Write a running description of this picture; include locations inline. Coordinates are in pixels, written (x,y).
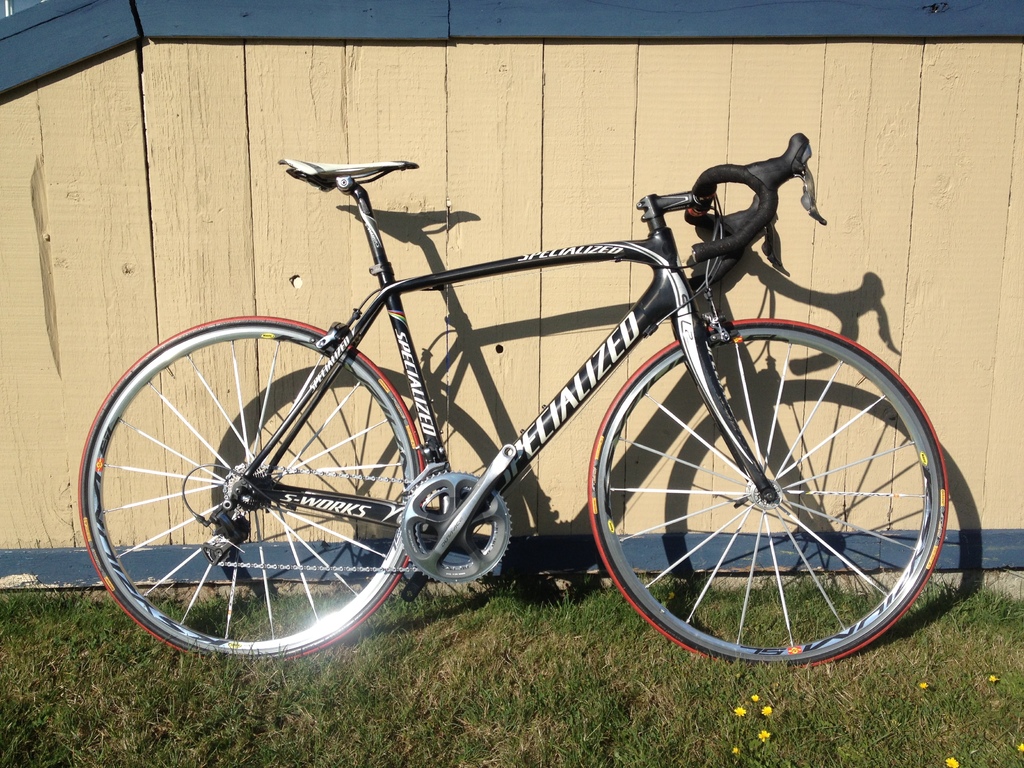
In this image I can see some grass (461,698) on the ground (488,704), few flowers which are yellow in color and a bicycle (594,392) which is white, black and orange in color. I can see the wooden wall (560,162) which is cream and blue in color.
